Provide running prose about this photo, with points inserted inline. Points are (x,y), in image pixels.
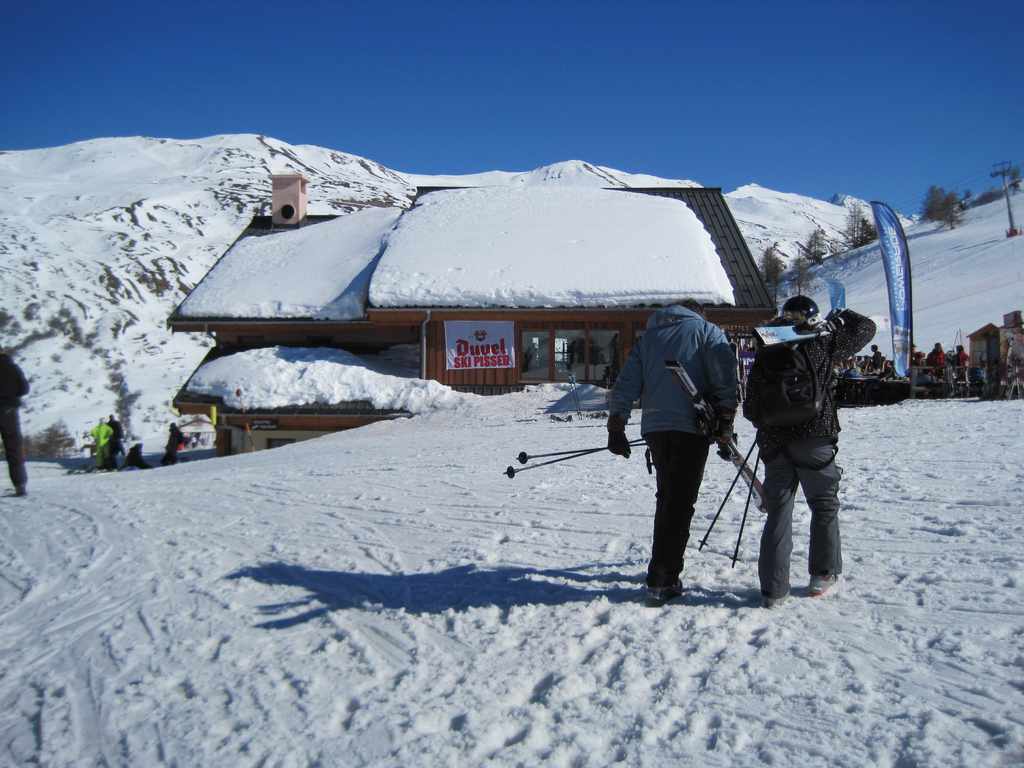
In this image, there are a few people (847,346). Among them, we can see a person (671,396) holding some objects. We can see the ground (346,610) covered with snow (166,544) and some objects (975,363). We can also see a house (434,291) and a poster (472,343) with some text (473,354). We can see a pole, a few trees (933,218) and some hills (1000,288). We can also see the sky (873,196).
